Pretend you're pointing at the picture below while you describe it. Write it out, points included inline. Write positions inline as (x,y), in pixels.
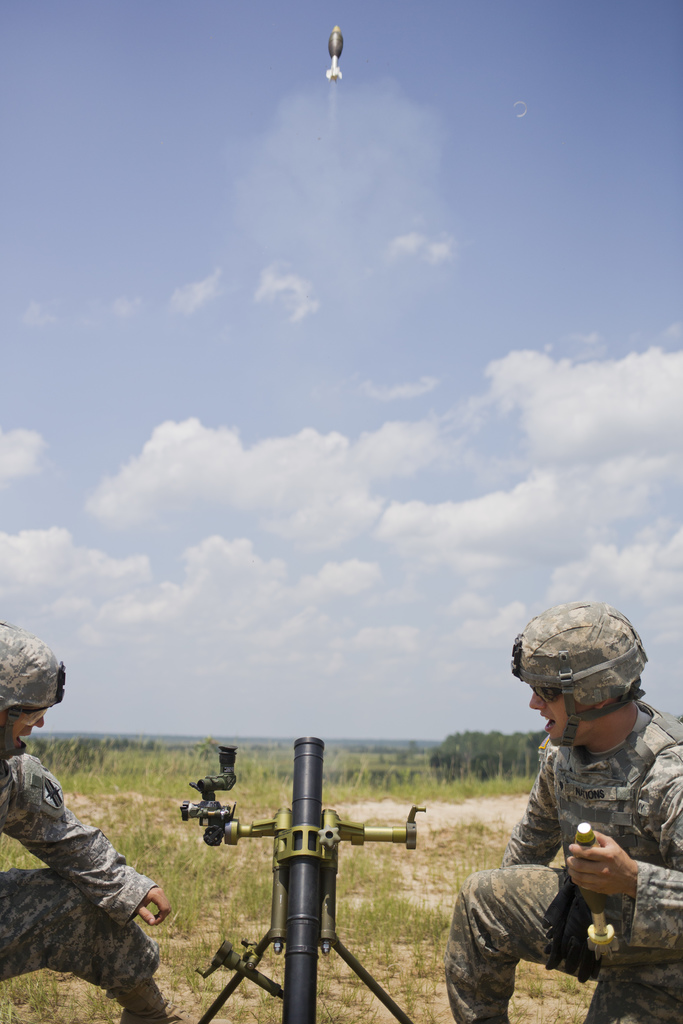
In this image we can see two men (587,767), who are wearing army uniform (33,926) and helmet (41,704). Middle of the image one machine (337,836) is there. Background of the image (503,745) grassy land (400,763) and plants (471,753) are present. The sky (228,184) is in blue color with some clouds (262,473) and in the air one black color thing (330,77) is present.
